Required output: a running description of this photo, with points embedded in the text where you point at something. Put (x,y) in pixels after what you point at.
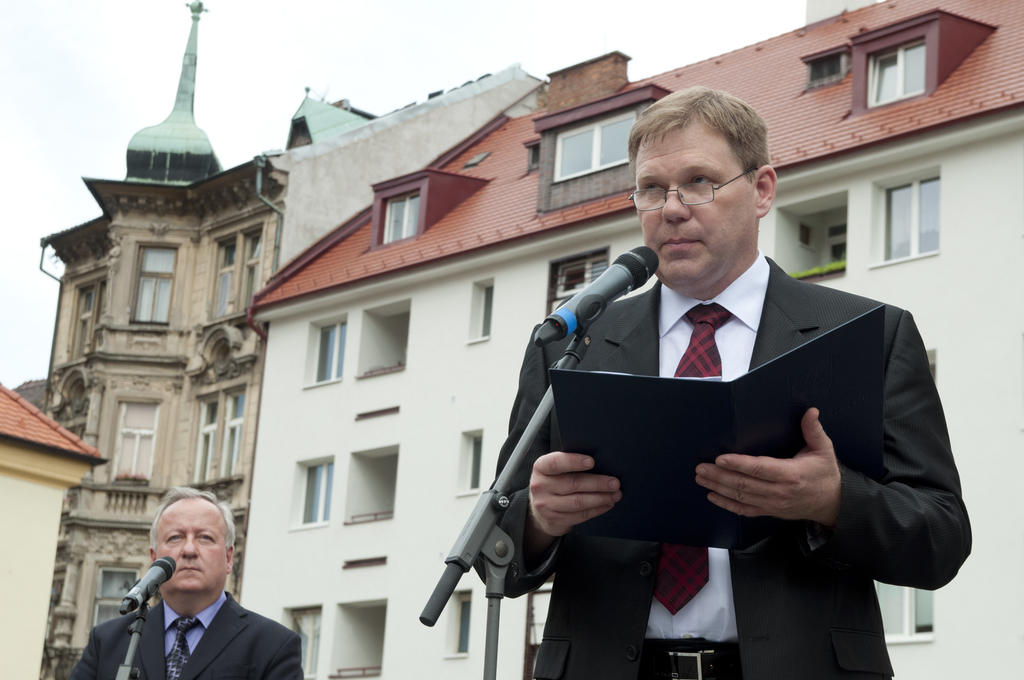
In this picture there is a man (640,556) wearing a black color coat (849,535) and holding a book (759,423) in hand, giving a speech on the microphone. Behind there is a white color building (479,252) with red roof tiles (756,99). On the left side (194,592) there is another man (113,634) standing near the microphone (151,591).
